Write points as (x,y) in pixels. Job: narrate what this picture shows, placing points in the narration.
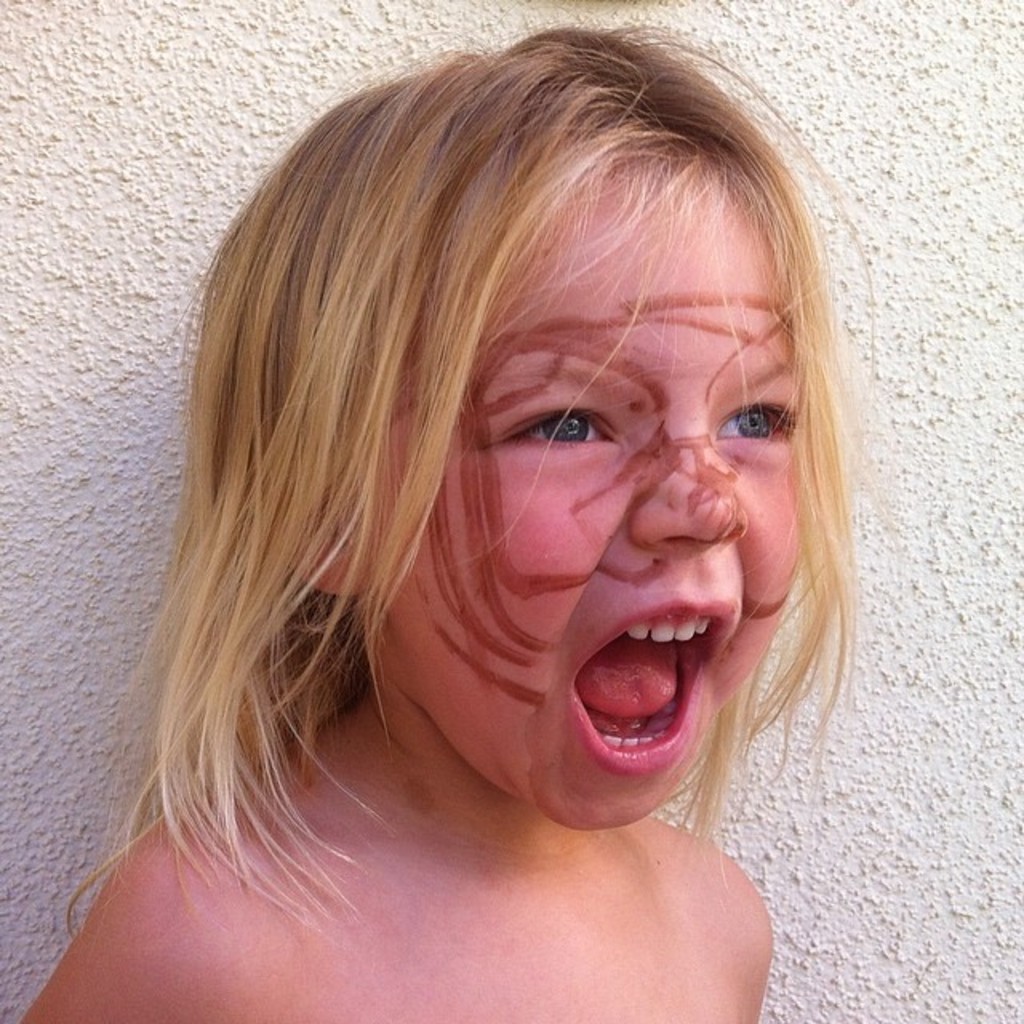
In the foreground of this image (513,612), there is a girl (513,785) with opened mouth (638,676) and few sketch marks (484,447) on her face (658,455). In the background (897,584), there is wall (135,173).
